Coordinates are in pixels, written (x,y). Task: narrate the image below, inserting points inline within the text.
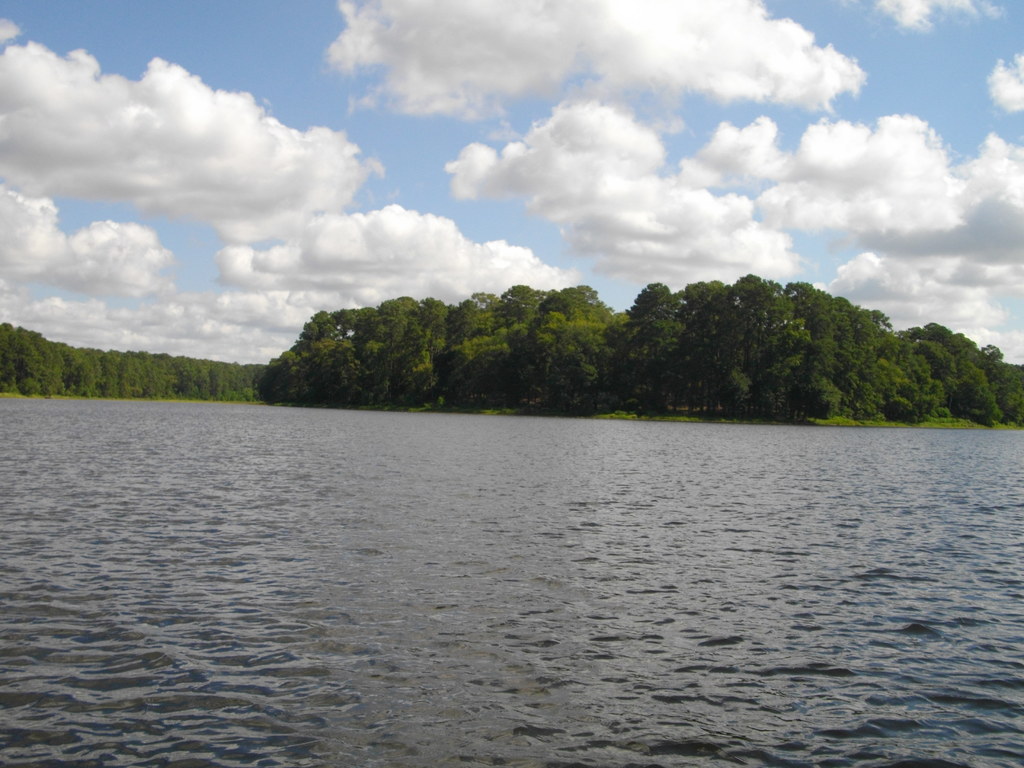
In this image in the front (531,516) there is a sea (516,511). In the background (446,343) there are trees (605,337) and the sky (523,60) is cloudy.
